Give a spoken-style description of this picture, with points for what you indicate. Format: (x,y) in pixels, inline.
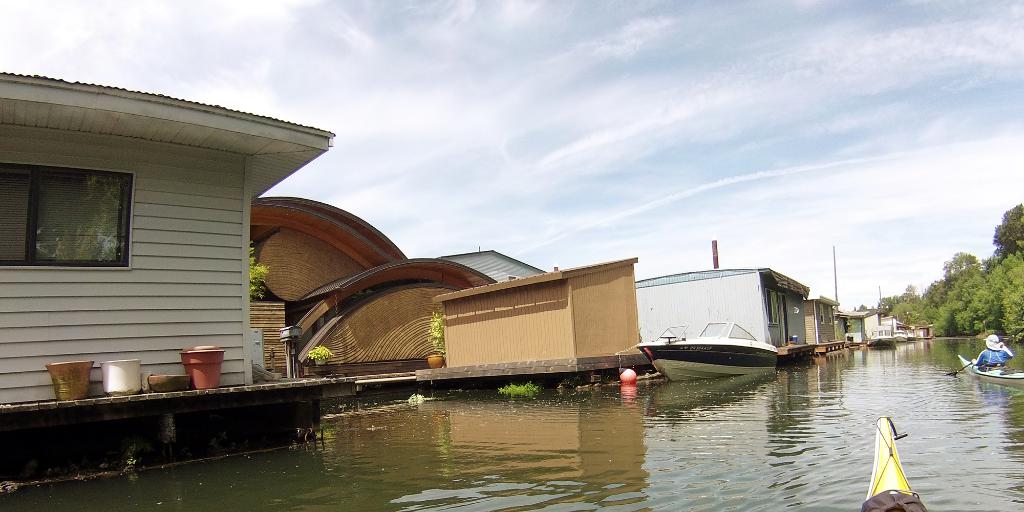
In this image there are boats (677,362) in the water (920,424). There is a person (998,353) sitting on the boat (982,368) and he is holding the paddle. On the left side of the image (217,363) there are pots (193,370). There are flower pots (439,320). There are buildings (767,284). In the background of the image (894,307) there are trees (976,286) and sky (741,86).
